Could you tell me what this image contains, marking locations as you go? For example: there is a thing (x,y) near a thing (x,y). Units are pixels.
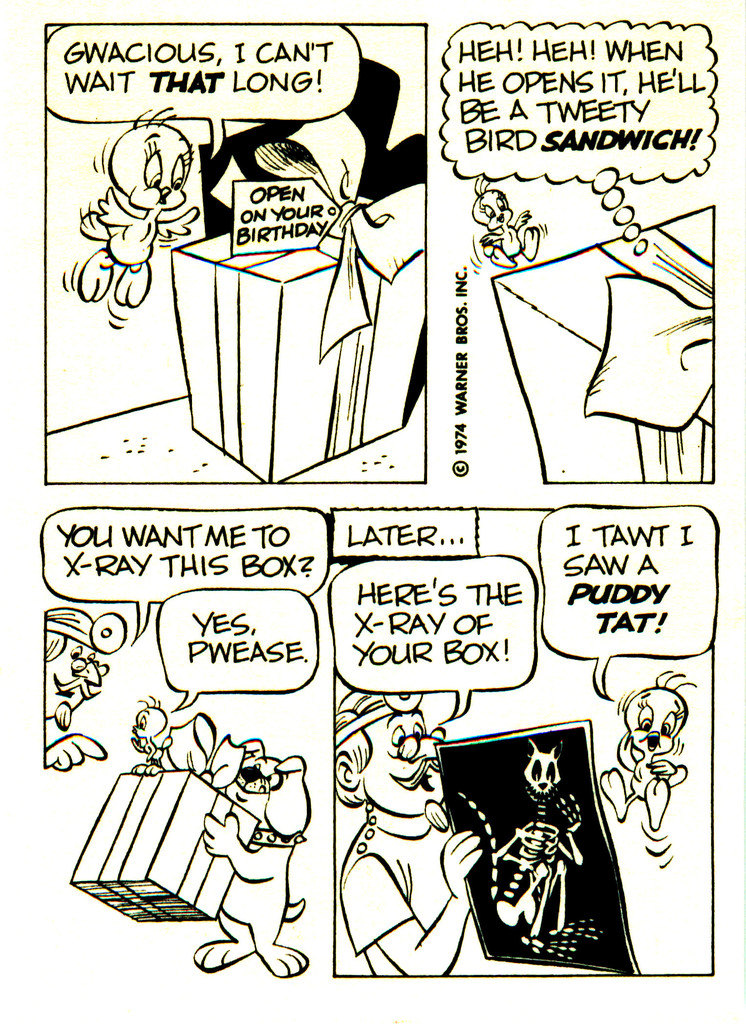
In this image I can see an animated paintings (406,65) of a person (400,779), dog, bird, box (350,410) and a text (427,625).
